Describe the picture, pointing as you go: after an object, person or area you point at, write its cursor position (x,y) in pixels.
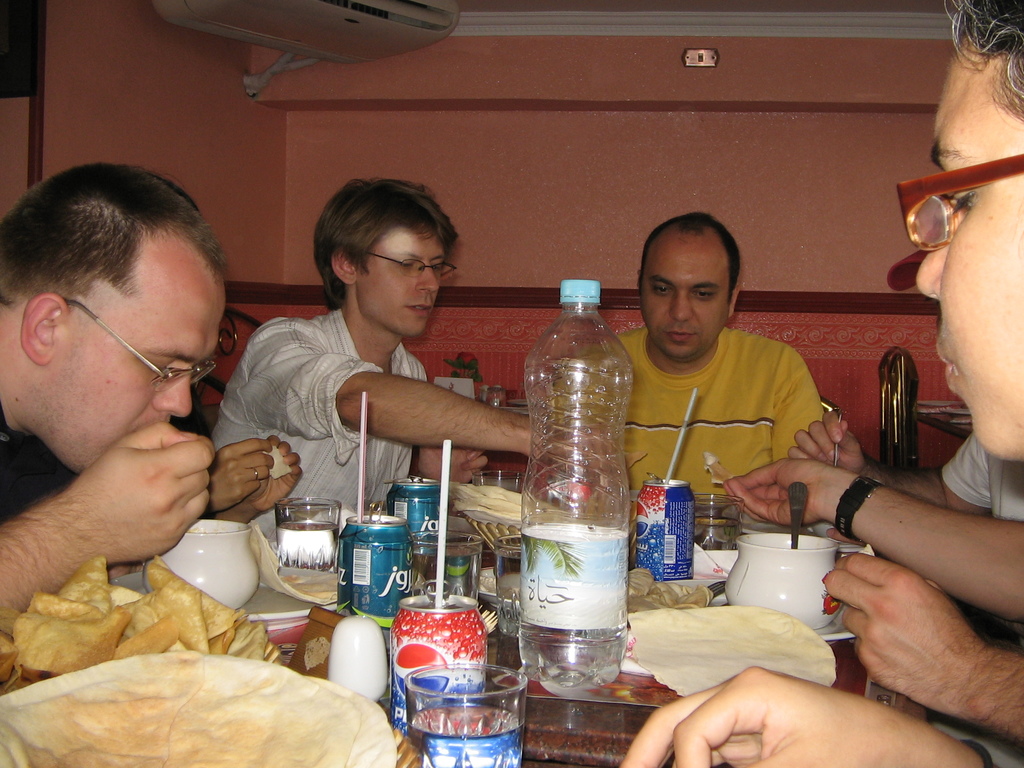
In this image I can see group of people (384,496) sitting in front of the table (416,708). Among them one person (724,354) is wearing the yellow t-shirt (685,456). On the table (418,638) there are tins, bottle (595,573), spoons (798,510), cups (789,546), glasses (316,555) and the food (156,663). In the back (498,158) there is a brown color wall (608,235) and the air conditioner (360,56).
